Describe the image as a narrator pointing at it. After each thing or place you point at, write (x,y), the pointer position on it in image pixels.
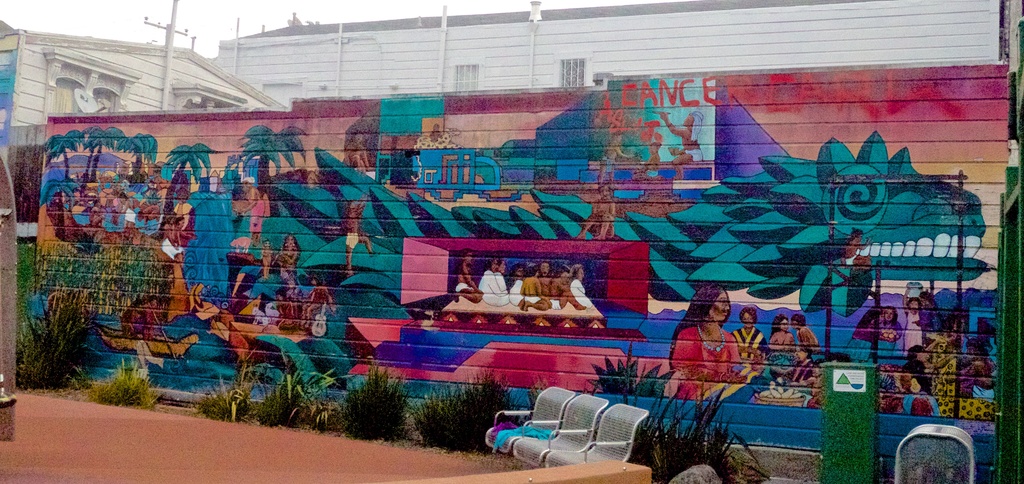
In this image we can see the buildings (396,51), there are plants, chairs (543,409), poles (171,32) and some other objects (827,400), also we can see some graffiti (411,210) on the wall (682,193) and in the background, we can see the sky (234,32).
